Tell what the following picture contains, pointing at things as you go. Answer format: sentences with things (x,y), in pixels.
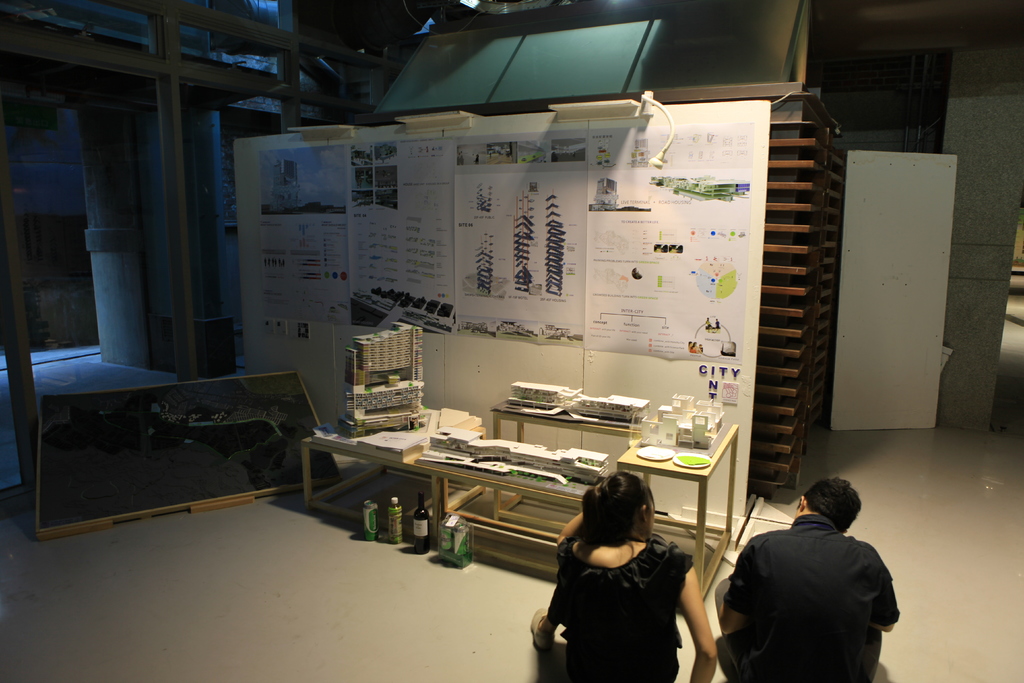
In this picture there are two people (783,665) those who are sitting on the floor (804,472) and there is a big notice board (514,215) at the center of the image (673,311), there are some books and plates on the desk (458,514) which is placed in front of the board (331,376).
